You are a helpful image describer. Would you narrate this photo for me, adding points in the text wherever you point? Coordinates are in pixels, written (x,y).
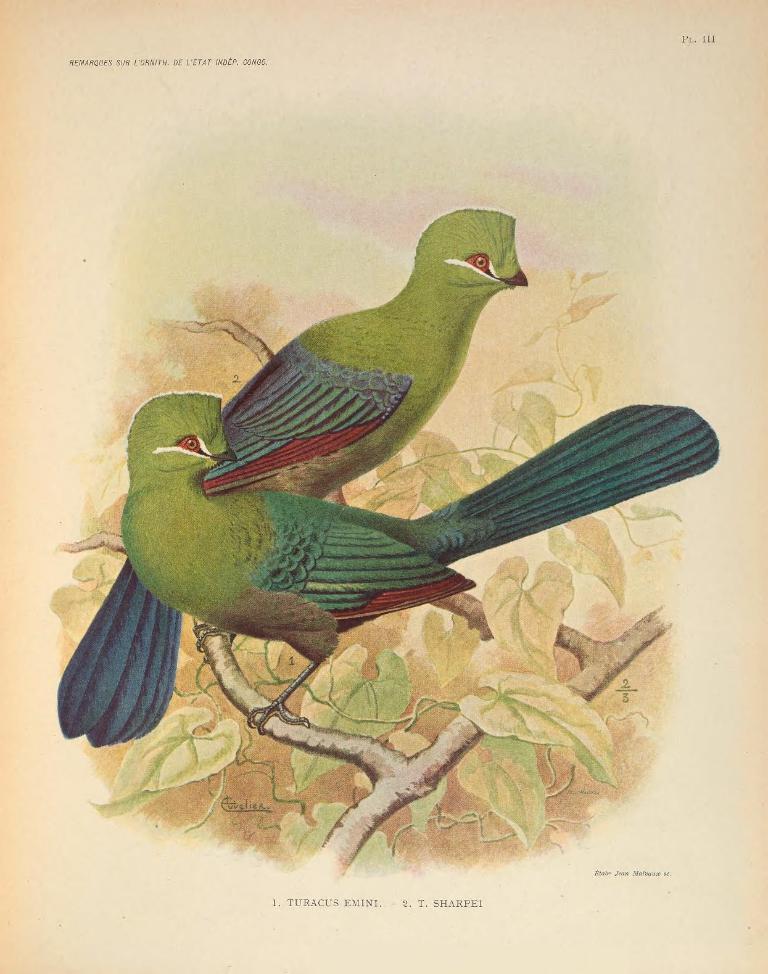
It is a page (182,275) inside a book (373,207) and there are two beautiful birds (277,548) painted on the paper (2,637). Both the birds (266,596) are sitting on the branch (472,738) of a tree (380,767).
